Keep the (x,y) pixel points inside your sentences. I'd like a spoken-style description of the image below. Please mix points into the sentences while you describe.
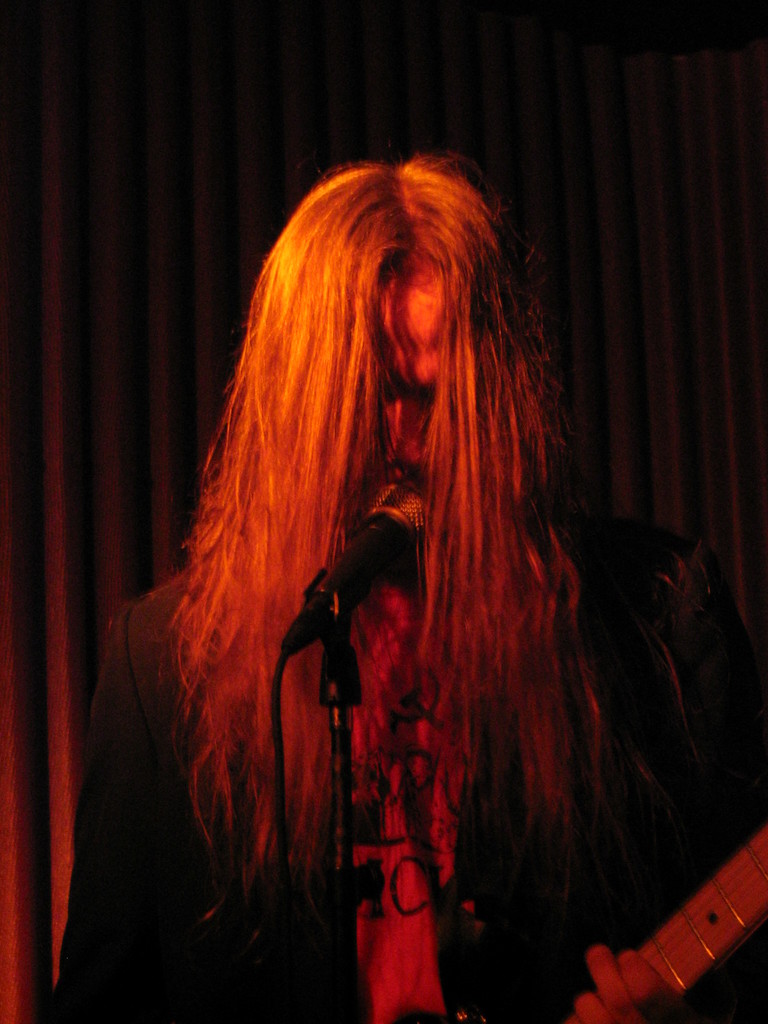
This person (494,500) is standing in-front of mic (293,652) and he is holding a guitar (681,970).
